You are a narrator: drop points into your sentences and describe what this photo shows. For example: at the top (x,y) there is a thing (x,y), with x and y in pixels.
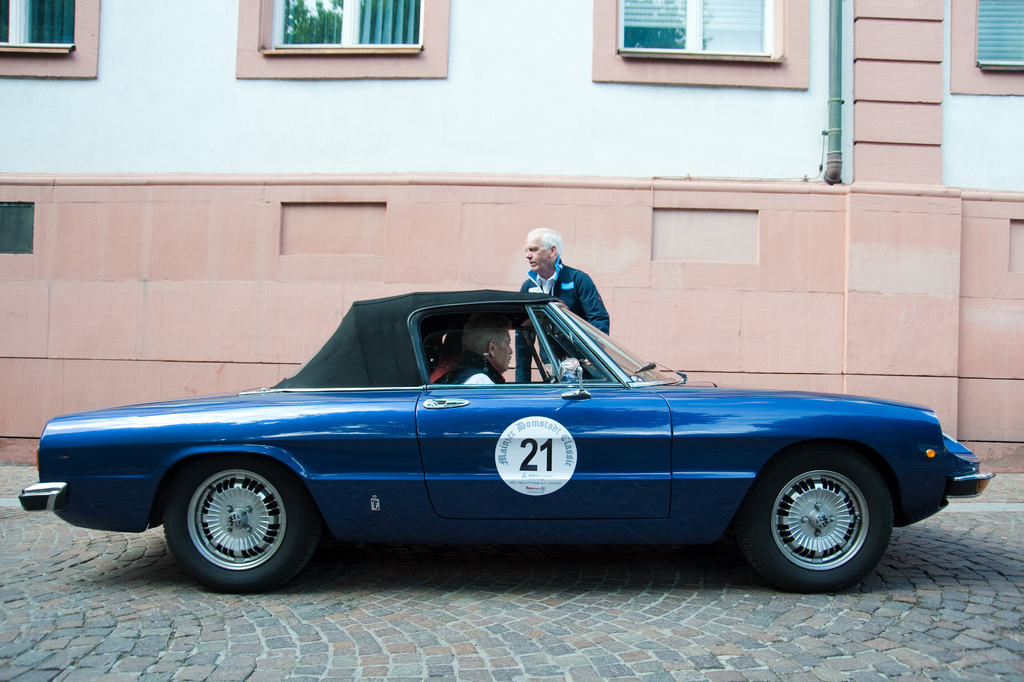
In the center of the image (544,326), we can see a car (479,399) and we can see people (538,258). In the background (166,135), there are windows (34,41) to a building (424,167). At the bottom (394,655), there is a road (480,641).
